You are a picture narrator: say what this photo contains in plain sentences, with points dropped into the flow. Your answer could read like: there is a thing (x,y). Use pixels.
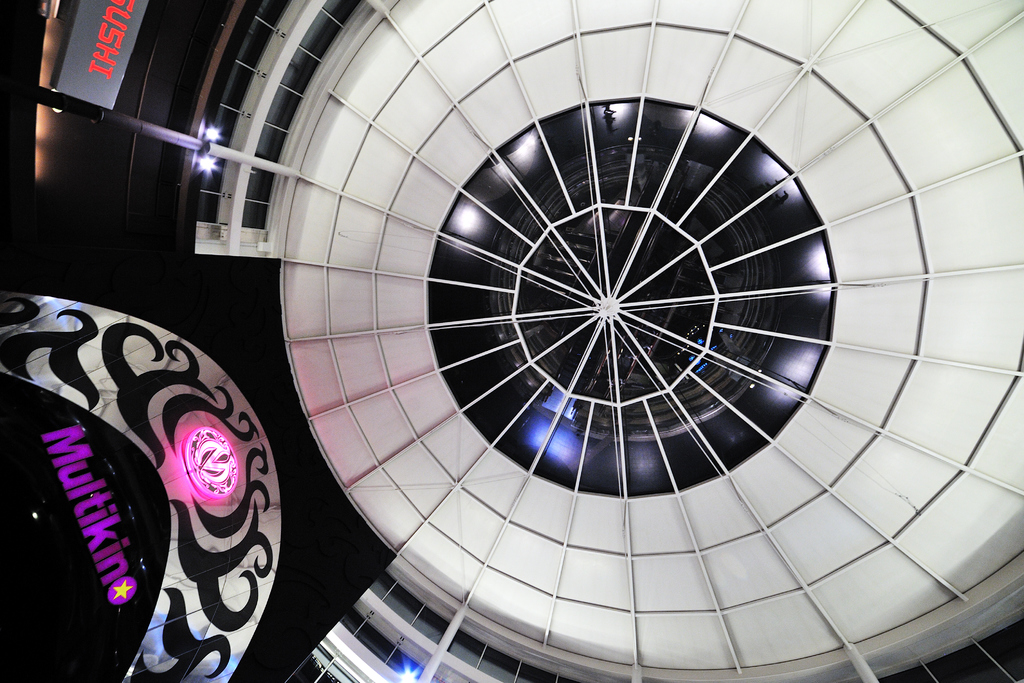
In this image we can see the roof (689,323) of the building (689,596). There is some text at the left side of the image (70,492).
